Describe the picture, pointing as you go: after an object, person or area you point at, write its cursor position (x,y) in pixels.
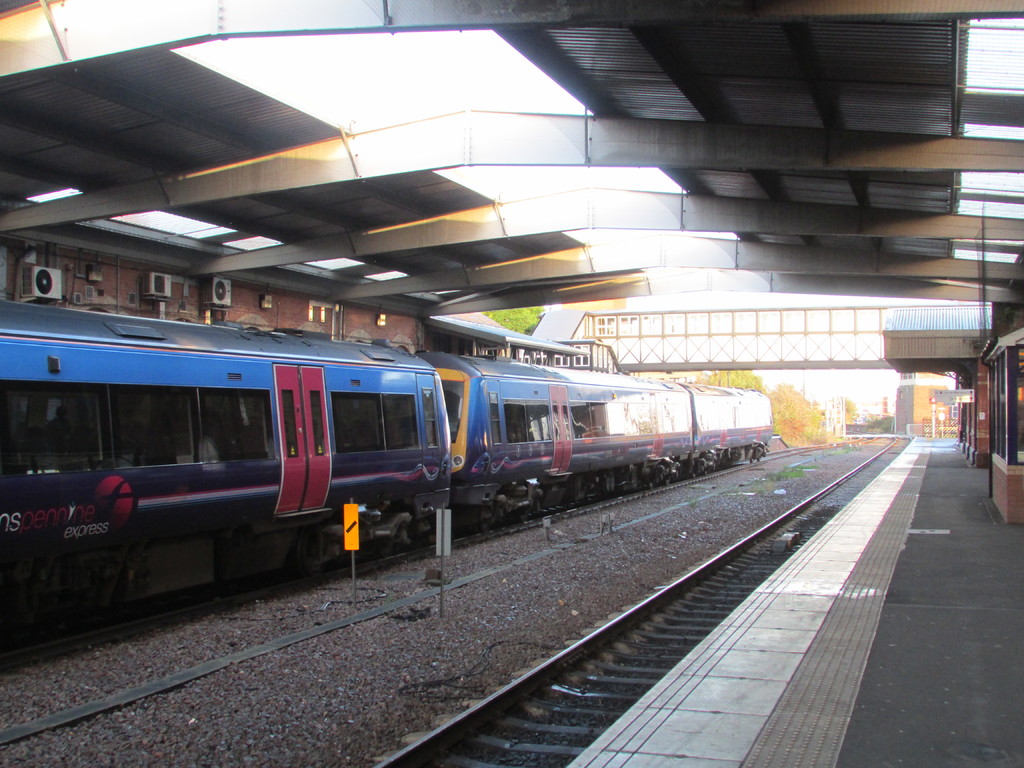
In this image I can see a train (477,451) is on the railway track (381,559). Train (317,482) is in red, blue and yellow color. I can platform (937,498) and a building (919,402). In front I can see bridge (715,337) and trees (533,314). I can see a boards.
